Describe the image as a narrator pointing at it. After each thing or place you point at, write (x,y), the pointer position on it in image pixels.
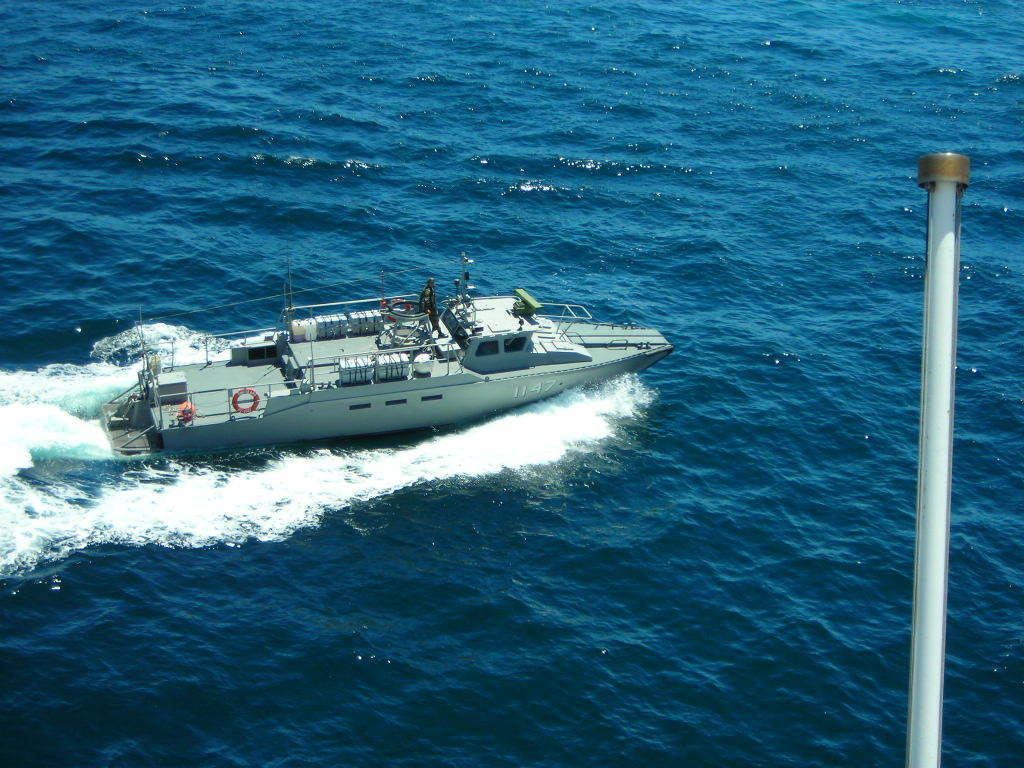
This picture is clicked outside the city. On the right (956,250) there is a pole (937,721). In the center (653,356) there is a boat (653,356) running in the water body (553,420). On the left corner (65,390) we can see the ripples (65,390) in the water body (60,407).
